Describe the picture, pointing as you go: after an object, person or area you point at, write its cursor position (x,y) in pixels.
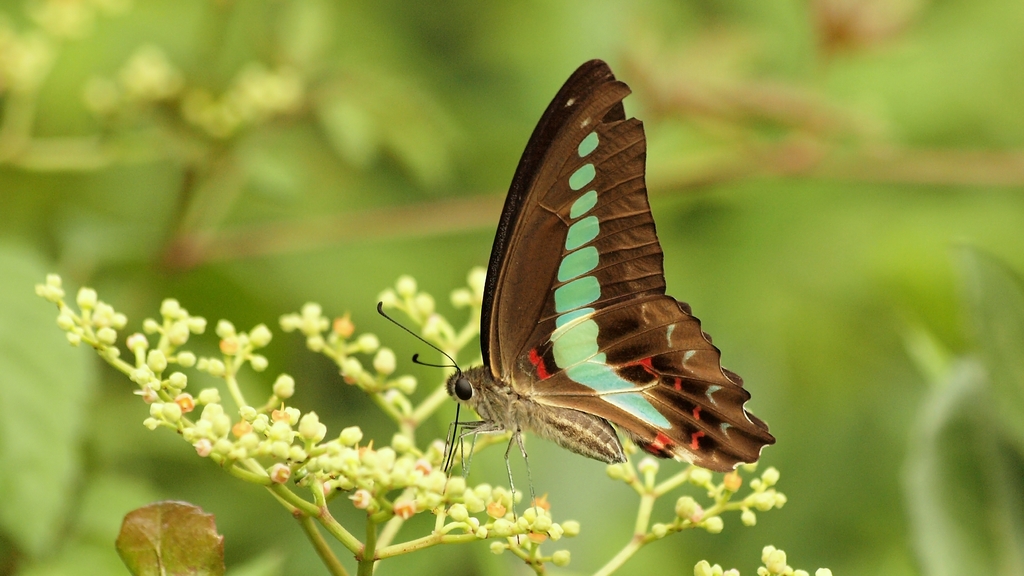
In this image there is a butterfly (579,279) on a plant (371,452).
